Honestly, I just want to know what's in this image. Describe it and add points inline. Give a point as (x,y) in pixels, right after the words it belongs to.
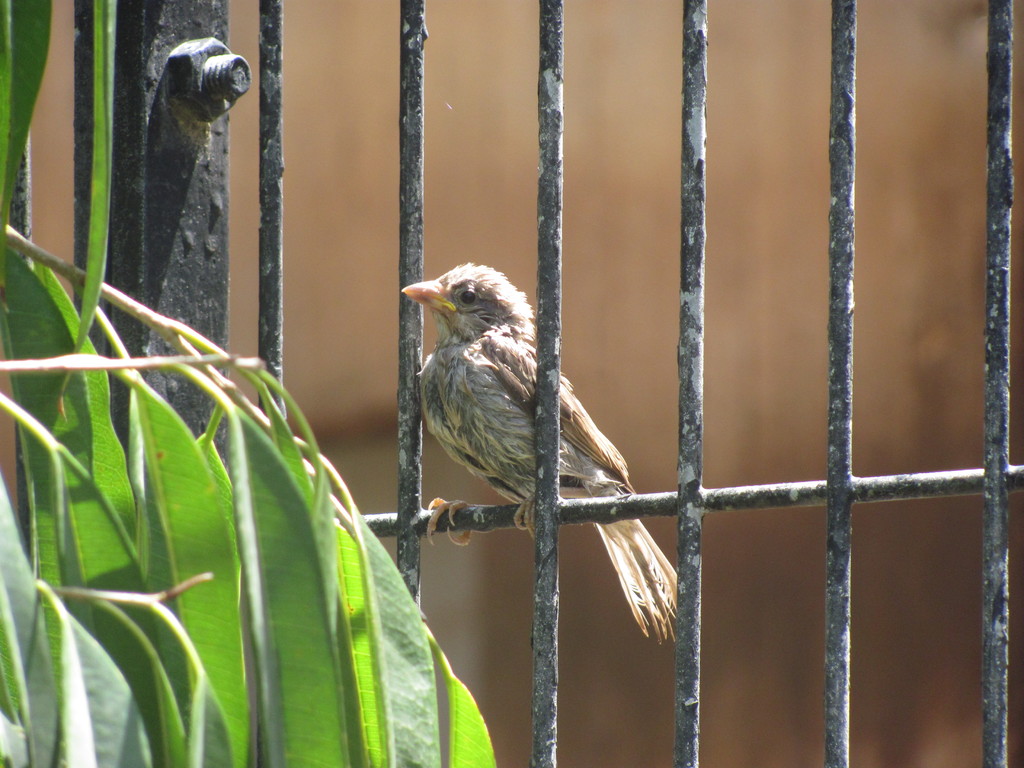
In this image there is a railing (844,232), on that railing (492,518) there is a bird (494,475), on the left side (30,429) there are leaves (285,537), in the background (314,47) it is blurred.
